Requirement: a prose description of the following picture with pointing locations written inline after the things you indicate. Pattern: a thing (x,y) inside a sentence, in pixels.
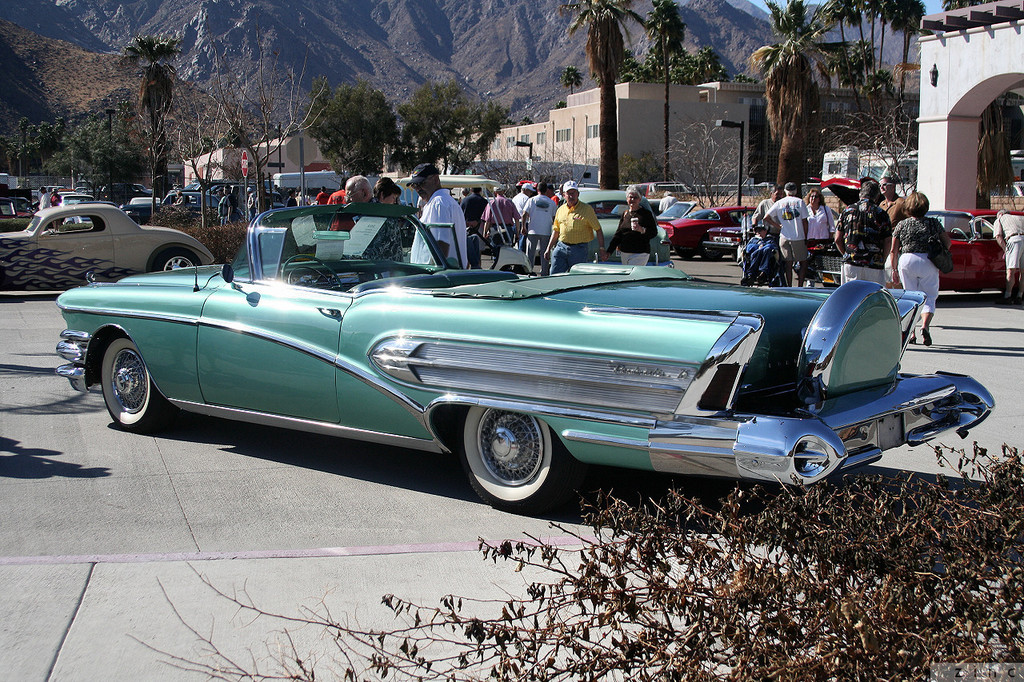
In this image we can see there are so many people (1011,232) walking on road (19,369), behind them there are some vehicles (39,259) and also some buildings (1019,86), trees (788,124) and mountains (102,91) at back (59,91).
